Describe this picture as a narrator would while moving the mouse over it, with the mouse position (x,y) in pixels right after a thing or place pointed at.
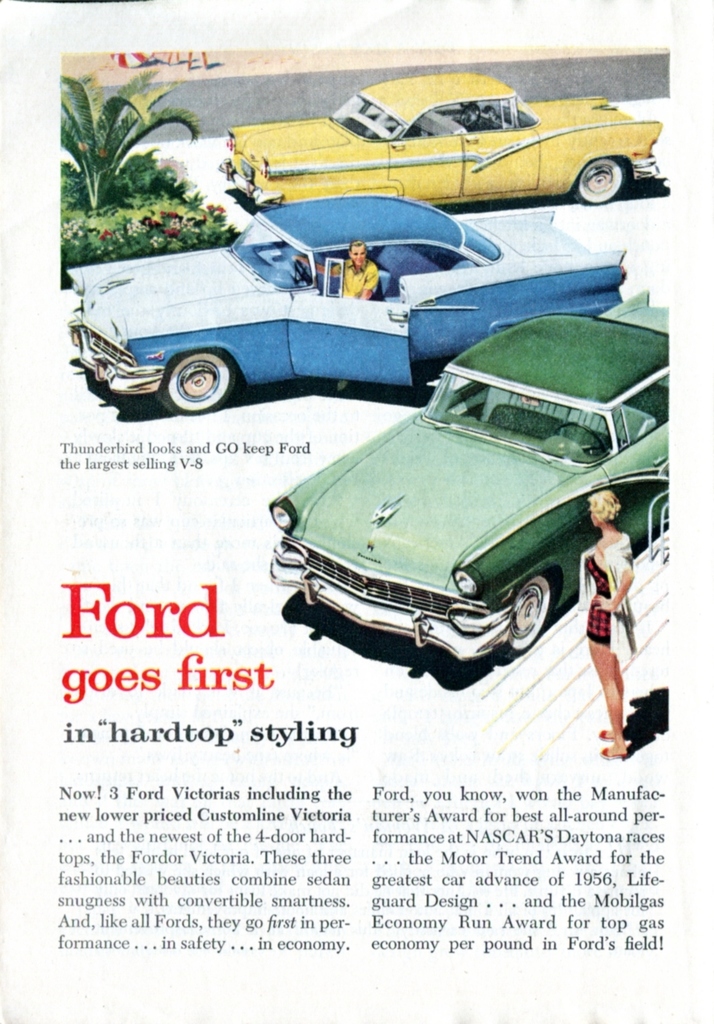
In the image I can see the poster (259,285). On the poster (274,267) I can see three cars (550,286). There is a woman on the right side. I can see a plant (135,233) on the top left side (90,210). I can see the text (278,830) at the bottom of the image (447,860).
